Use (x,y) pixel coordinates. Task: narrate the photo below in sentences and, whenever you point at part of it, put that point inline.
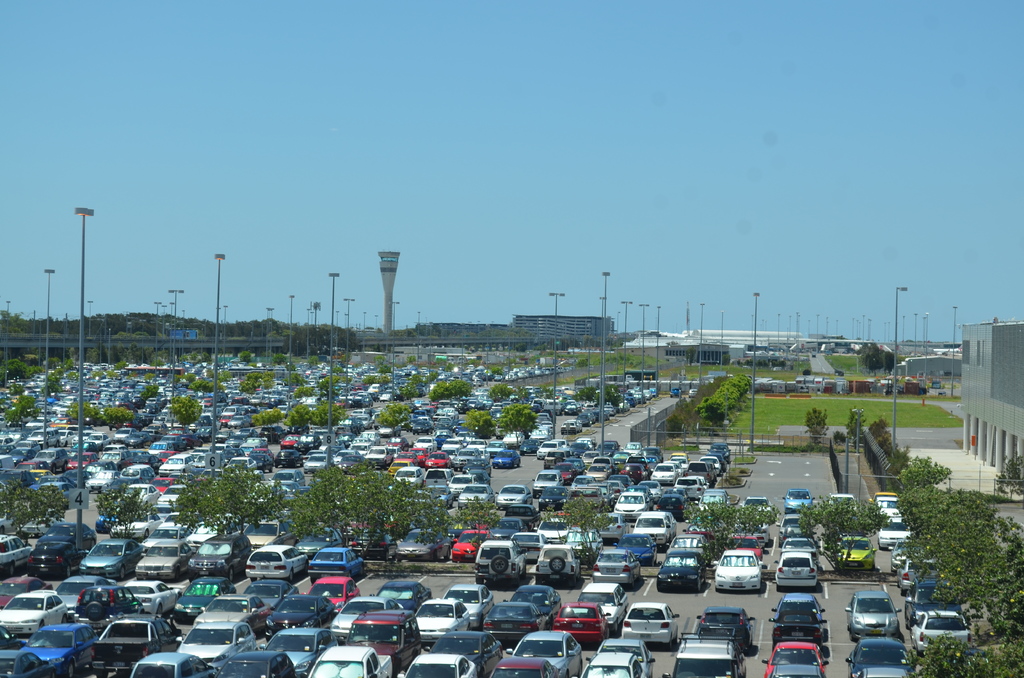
This is an outside view. At the bottom of this image (374,599) there are many cars (289,600), trees (240,473) and light poles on the ground (507,471). In the background (998,380) there are few buildings (940,375). At the top of the image (554,163) I can see the sky (408,113).
